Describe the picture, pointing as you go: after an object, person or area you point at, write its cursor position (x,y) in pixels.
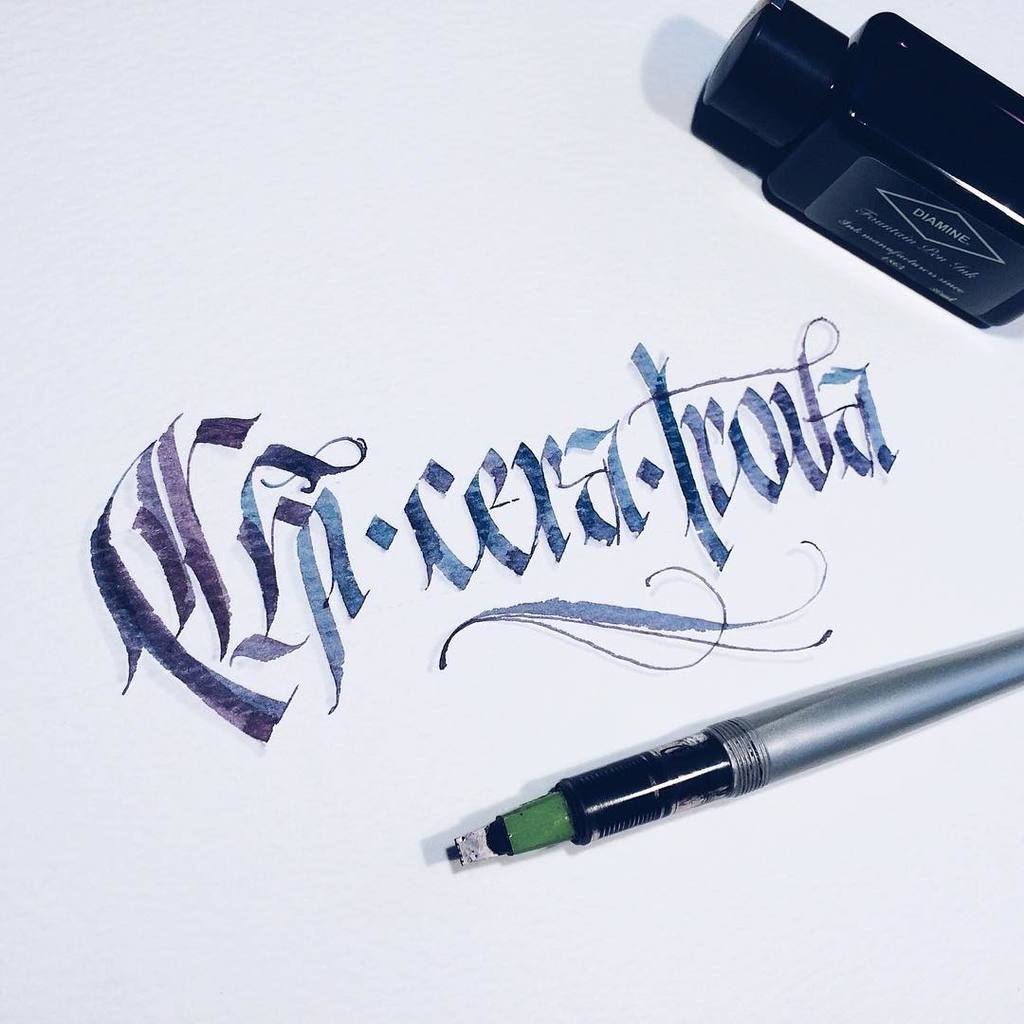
This image consists of a pen (676,760). And we can see the text (549,627) on a paper (404,638). It looks like a calligraphy (249,724). On the right (868,251), there is an ink pot (814,193).
